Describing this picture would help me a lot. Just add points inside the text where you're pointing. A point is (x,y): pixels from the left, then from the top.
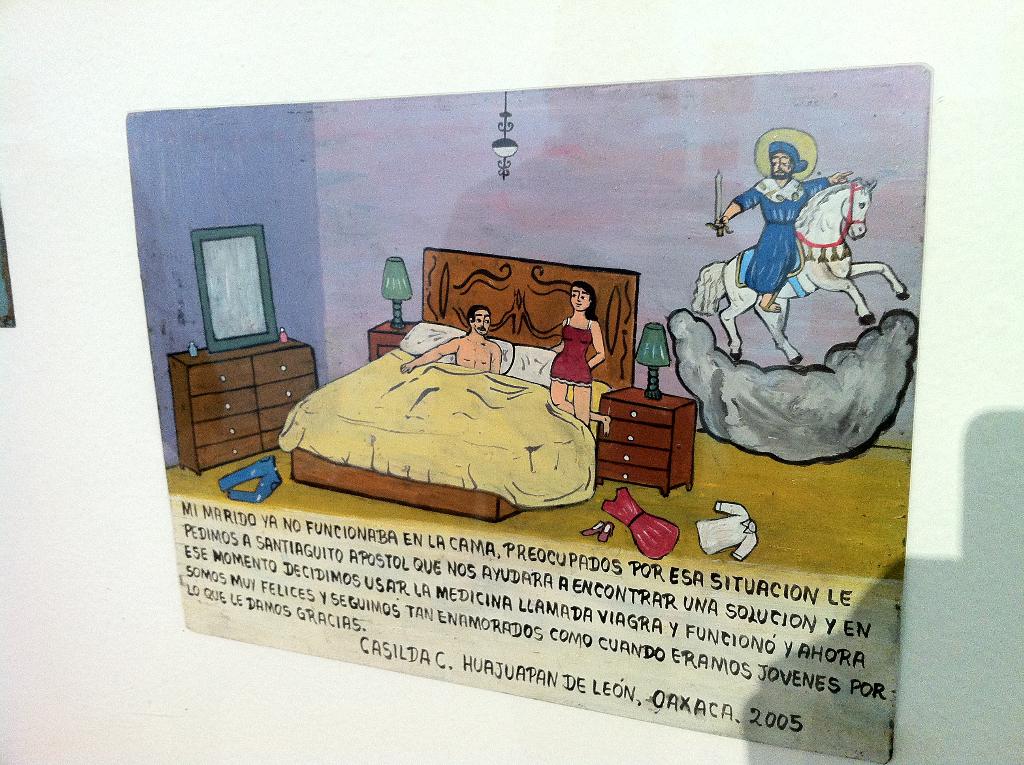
In this image I can see depiction picture where I can see few people (484,353), few lamps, a light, a mirror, few drawers (641,394), few clothes (630,530), a shoe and here I can see a person (783,182) is sitting on a horse (804,257). I can also see something is written over here.
